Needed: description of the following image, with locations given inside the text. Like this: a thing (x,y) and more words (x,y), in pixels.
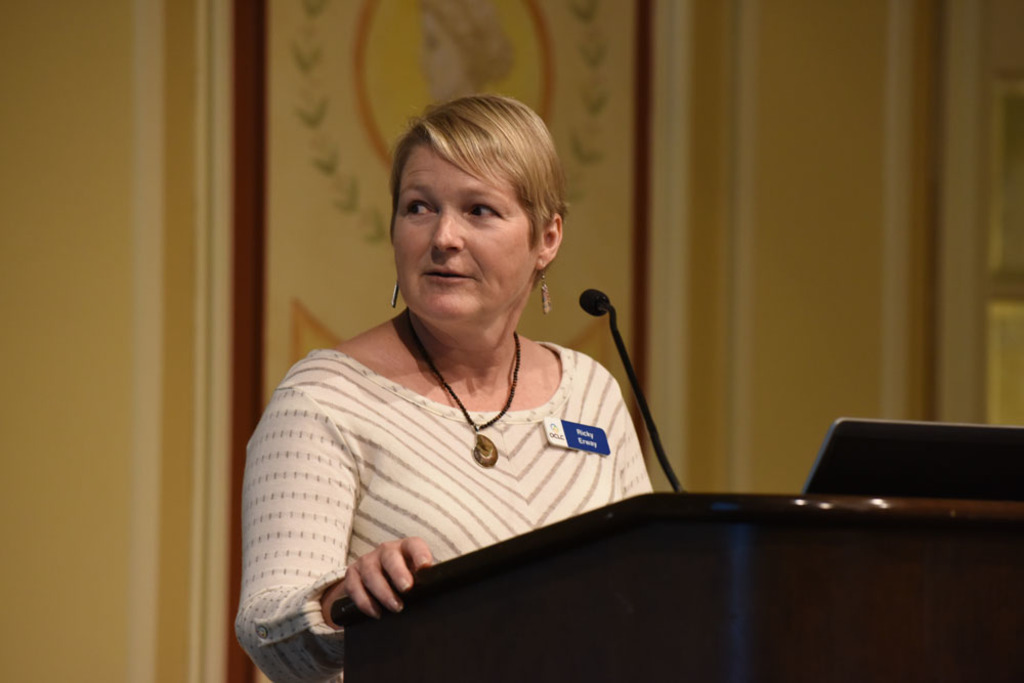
In this image I can see there is a woman (538,462) standing behind the podium (626,502) and there is a microphone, laptop (981,441) in front of her. In the background (241,122) there is a wall (977,302).
